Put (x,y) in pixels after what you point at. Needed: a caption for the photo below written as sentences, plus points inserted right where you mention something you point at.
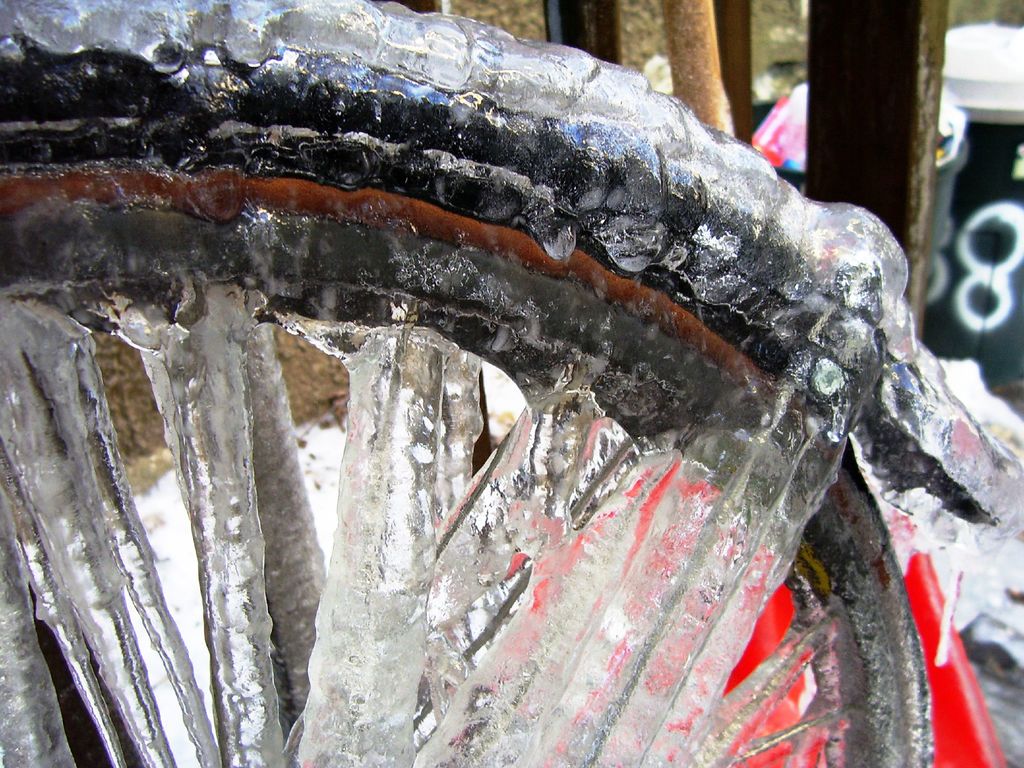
On the left side (132,561), there is a bicycle's wheel (912,328). Which is covered with an ice (748,477). In the background (784,584), there are other objects (969,755).
